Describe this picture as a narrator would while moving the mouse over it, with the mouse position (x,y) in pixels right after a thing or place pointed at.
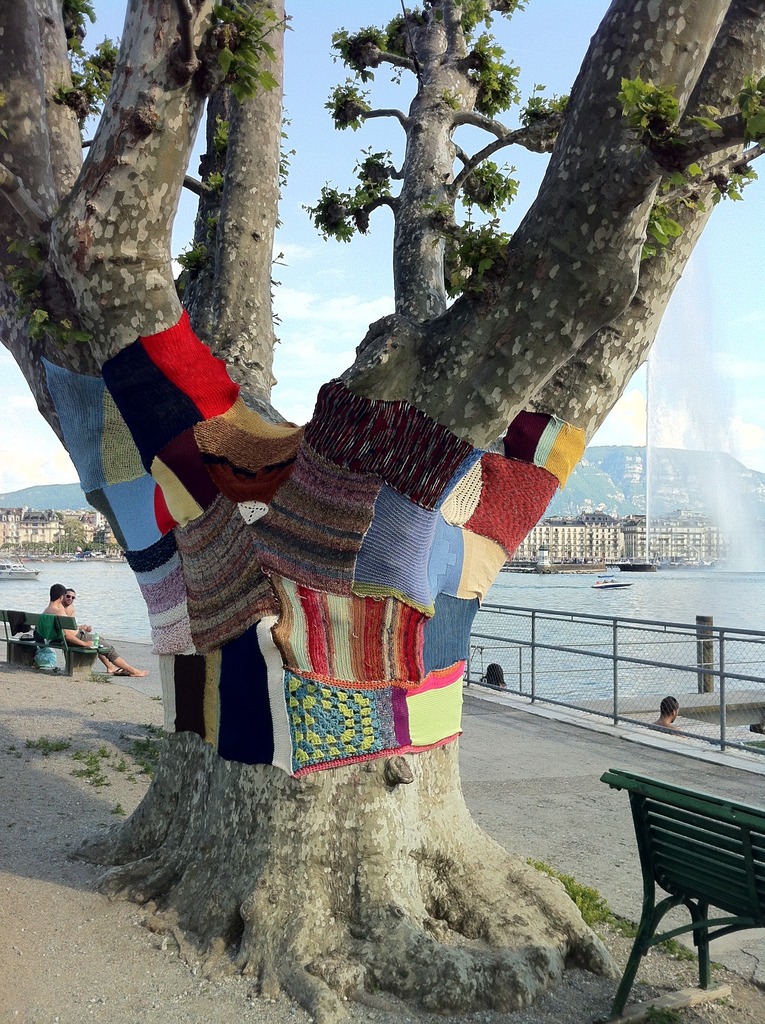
Here we can see a tree (461,426) and at side, here is the bench (65,622) and a person (45,604) sitting on it, and here is the water (703,586), and at above here is the sky (286,60).
